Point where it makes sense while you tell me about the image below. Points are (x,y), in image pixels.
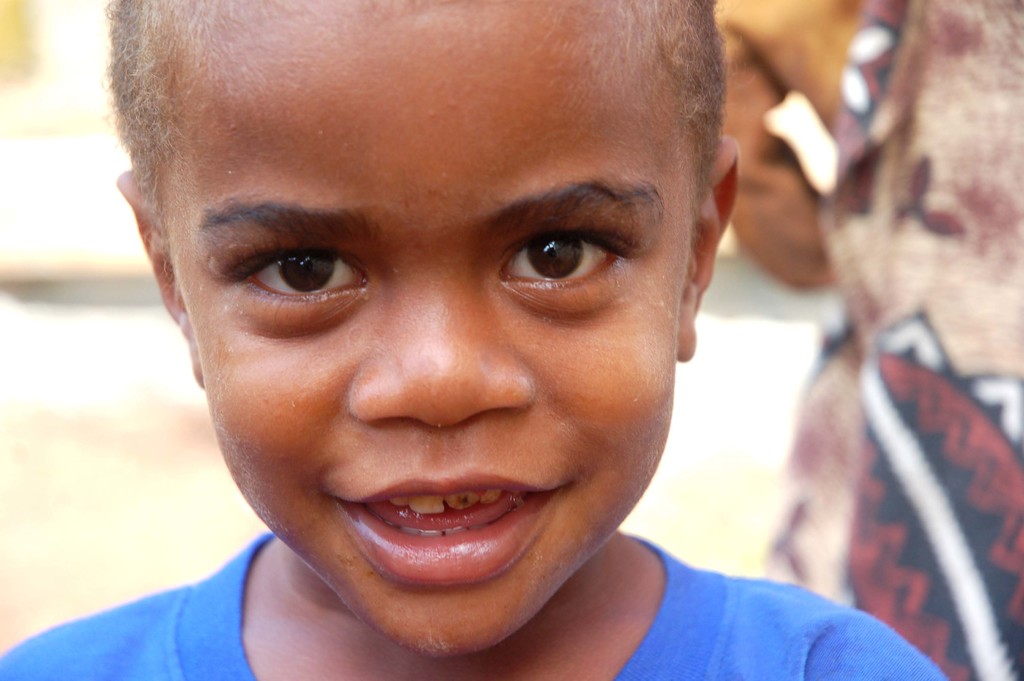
In this picture we can see a small boy (499,435) wearing a blue t-shirt (119,645), standing in the front (494,514) and looking at the camera. Behind there is a blur background (122,358).
